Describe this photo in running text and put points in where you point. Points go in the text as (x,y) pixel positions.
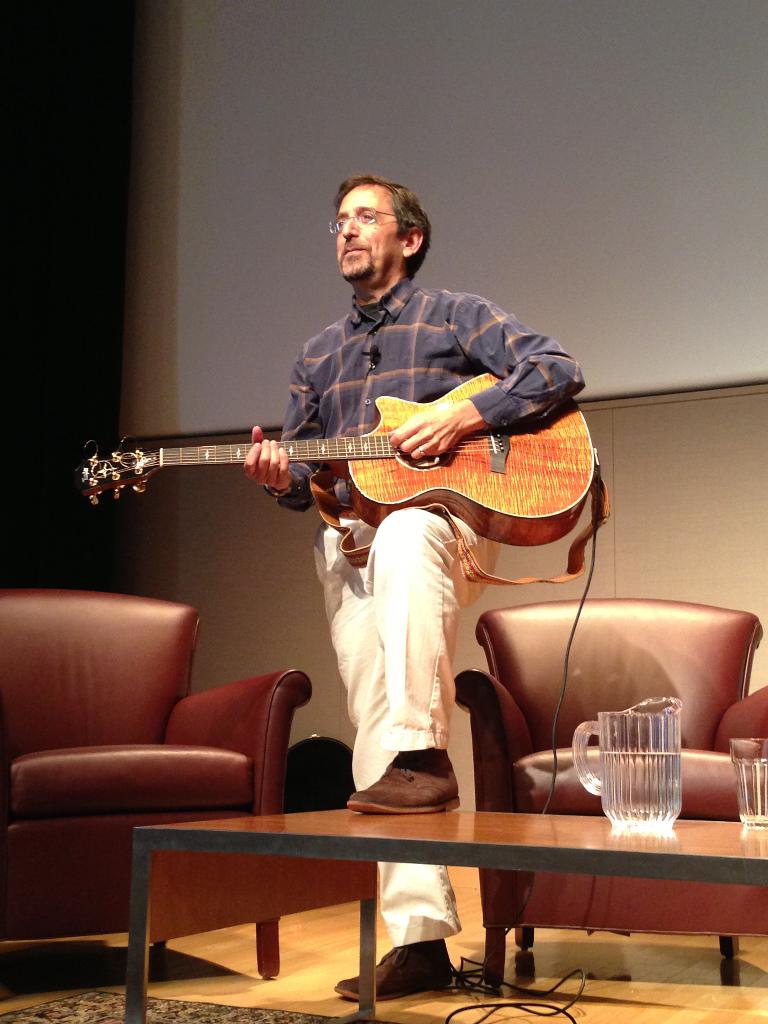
A man (350,371) is playing guitar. He put his leg (390,775) on the table (376,837). Beside him there are couch (259,743). On the table (575,851) there is a jug (661,763) and glass (765,775). The man (435,340) wearing a blue shirt (426,345) and a white pant (419,577). He is wearing glasses (369,216). Behind him there is a white screen (630,208).
